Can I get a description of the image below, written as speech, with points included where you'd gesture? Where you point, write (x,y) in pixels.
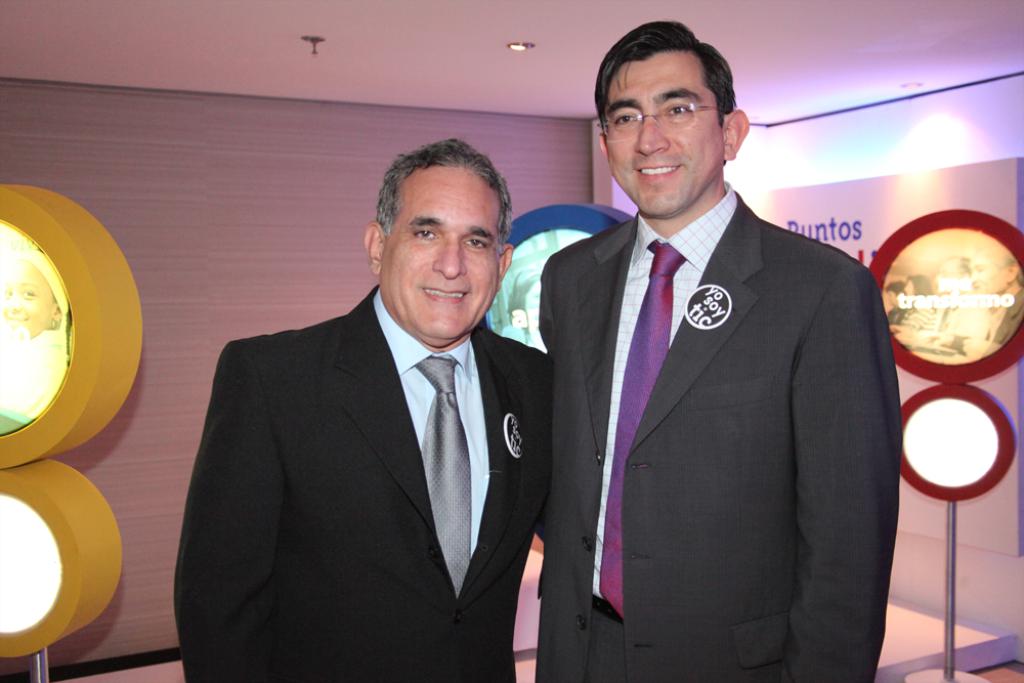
In this picture I can see 2 men (399,409) in front (439,368), who are wearing formal dress (495,402) and I see that they are smiling. In the background (993,94) I can see the wall (996,107) and I see the lights (814,132) on the right side of this picture (825,153) and I see a board (899,209) on which there is something written and I see the round things (949,303) on the both the sides. On top of this picture (574,66) I can see the ceiling (379,41) on which there is a light (518,48).
